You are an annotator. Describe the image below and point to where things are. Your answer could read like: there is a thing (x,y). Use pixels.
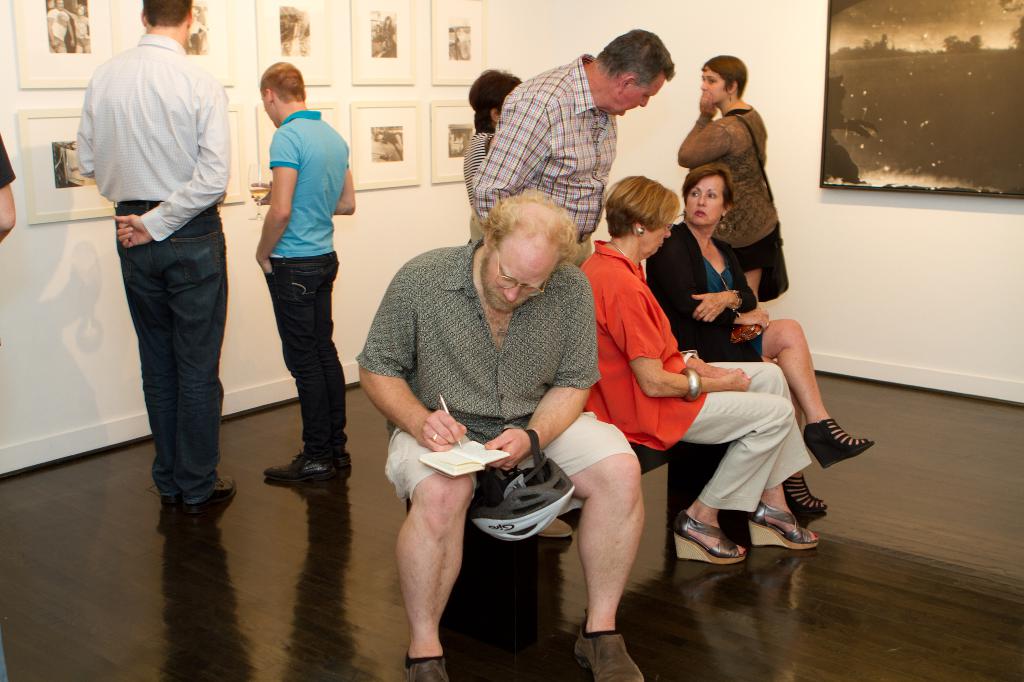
In the image there are few people (581,321) sitting on bench (657,468) in the middle of the room (154,585) and in the back (181,295) there are few people (206,184) standing and looking at the photographs (390,127) on the wall (422,27), this seems to be in a art gallery (908,301).
